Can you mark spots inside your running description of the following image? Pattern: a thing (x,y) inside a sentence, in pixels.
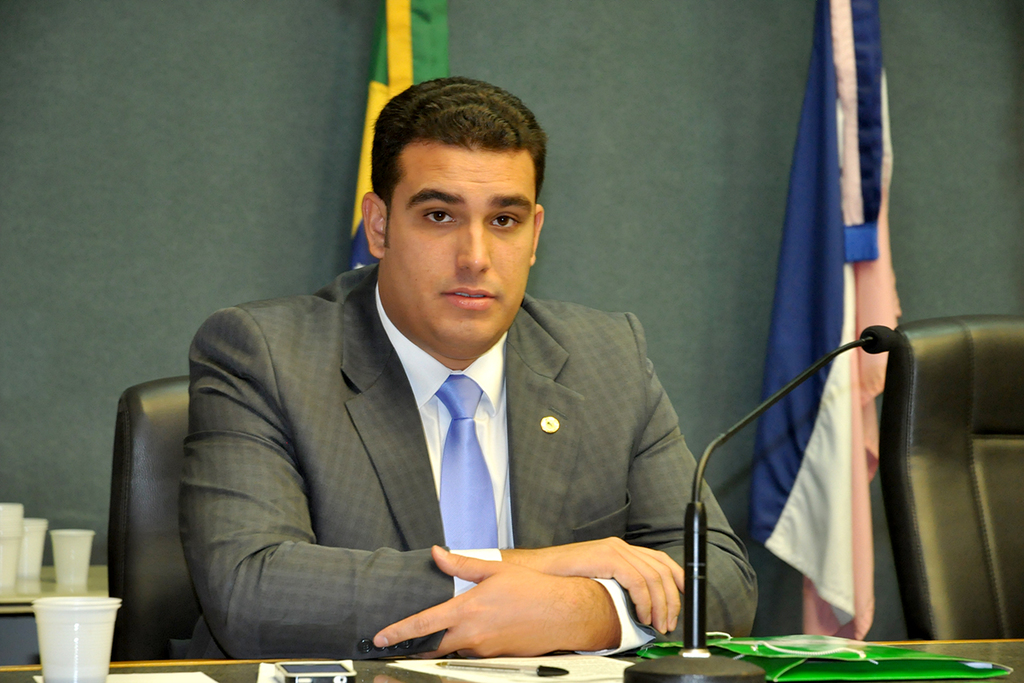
There is a person (370,431) sitting on chair (134,476). In front of him there is a platform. On that there is a mic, pen (483,669), paper (572,677), glasses (96,622), mobile (343,674), cover (731,654). On the right side (959,457) there is a chair (917,461). In the back (654,88) there are flags (836,212) and wall (292,113). On the left side (20,598) there is a table (22,591) with cups (13,554).
